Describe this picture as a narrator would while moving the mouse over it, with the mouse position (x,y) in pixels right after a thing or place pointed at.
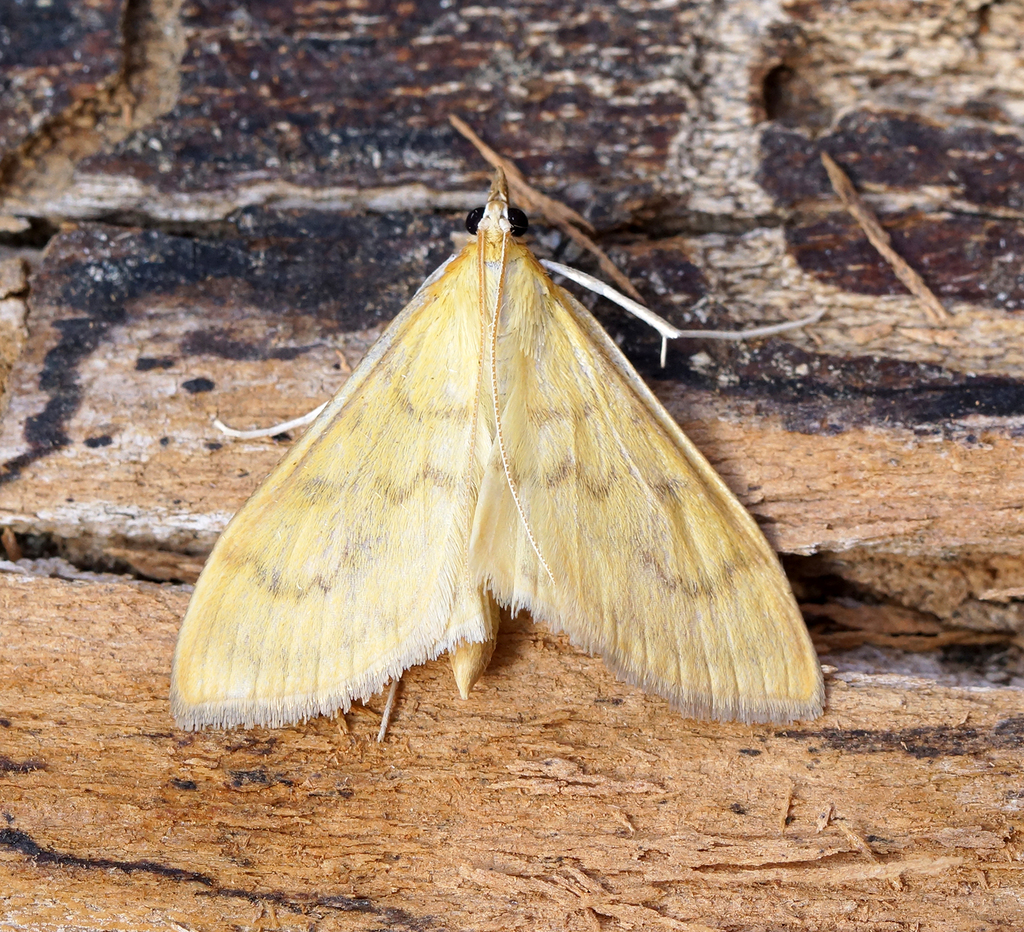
In this picture I can see the moth (520,570) on the wood (650,337).
